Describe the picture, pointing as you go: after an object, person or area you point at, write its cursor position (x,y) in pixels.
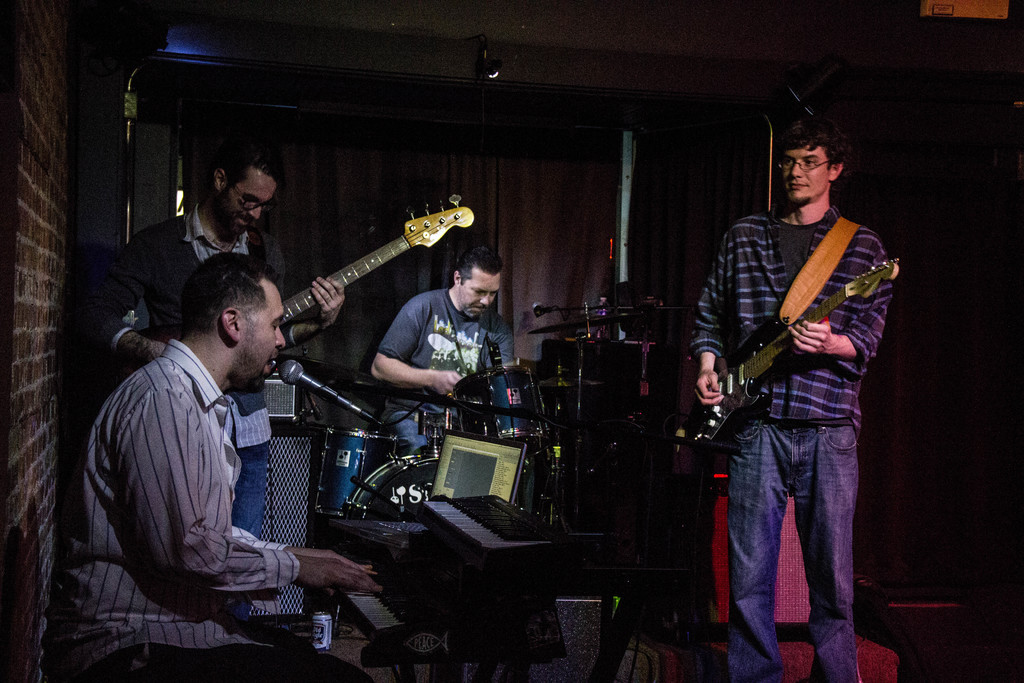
In this image there are group of persons (412,383) who are playing musical instruments (333,445) and singing together.
